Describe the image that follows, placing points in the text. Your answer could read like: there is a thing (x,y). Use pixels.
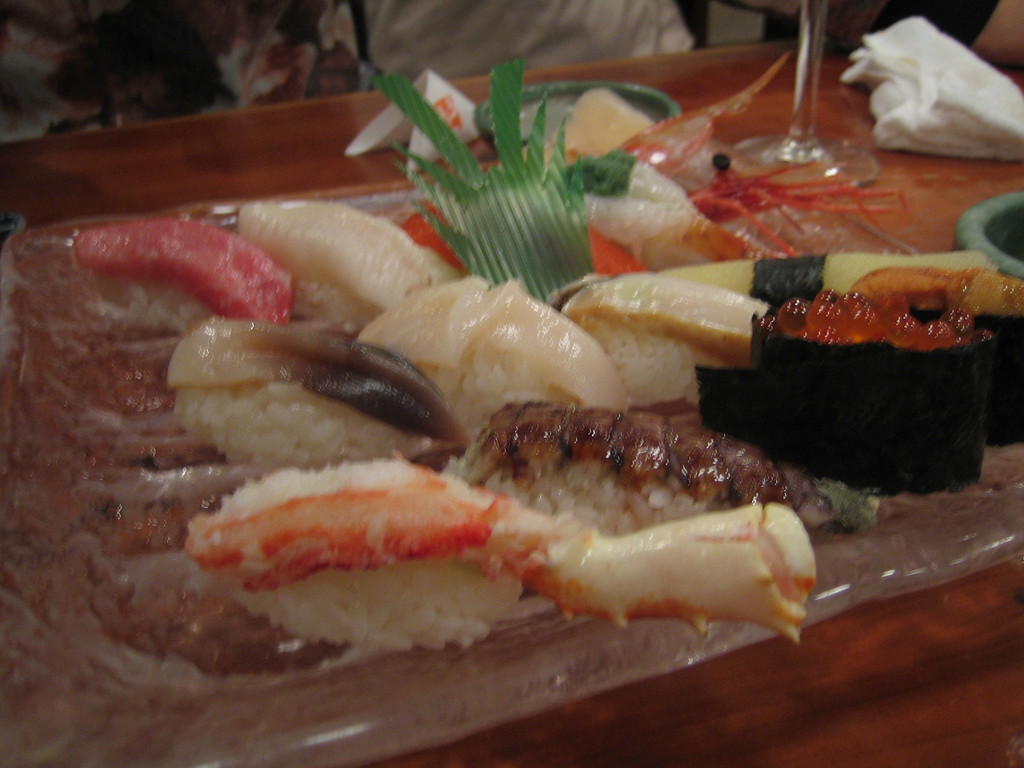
In this image there is a table (42,161) and we can see a glass (806,133), napkin (927,143), plates (1013,211), tray (130,609) and some food (598,503) placed on the table (825,701).
